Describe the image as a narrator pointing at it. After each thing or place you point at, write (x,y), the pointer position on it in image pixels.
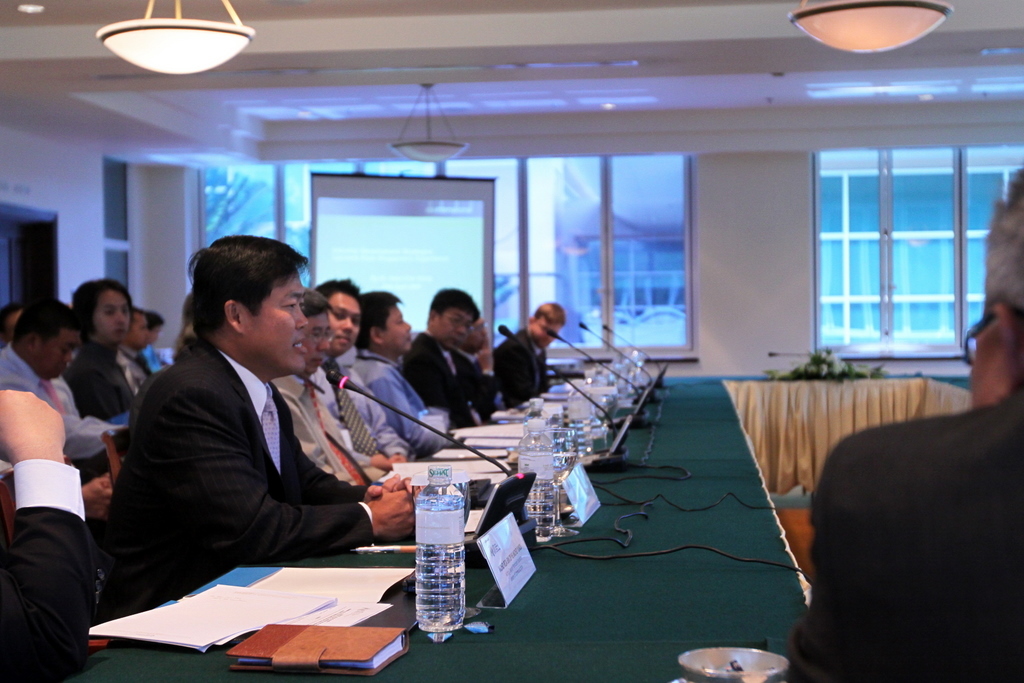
Many persons (240,327) are sitting. in the front (275,410) row, A person (258,418) wearing a black dress (248,449) is talking. And there is a table (658,520). On the table (573,598) there are mics (526,482), bottles (544,514), papers (345,577), diary (333,633) and name boards (521,535). In the background (269,212) there are windows (589,240) and wall (743,267). On the ceiling (835,60) there are lights (197,24).
